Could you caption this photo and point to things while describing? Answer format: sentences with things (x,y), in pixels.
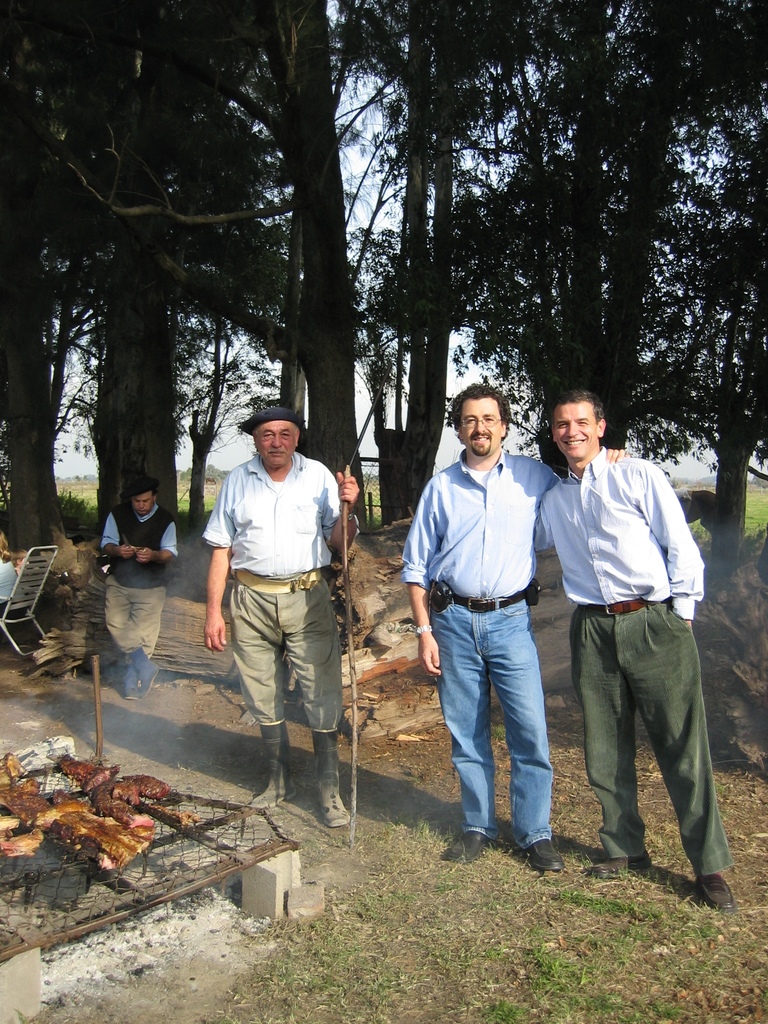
In this image I can see three persons (305,552) wearing light blue shirts (291,500), pants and footwear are standing and smiling. I can see some ash (192,930) on the ground (187,917), the metal grill (175,882), some meat (133,843) on the grill (190,882). In the background (128,593) I can see a person (142,597) standing, a chair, few trees (23,537), few wooden logs (401,528) and the sky (404,184).
